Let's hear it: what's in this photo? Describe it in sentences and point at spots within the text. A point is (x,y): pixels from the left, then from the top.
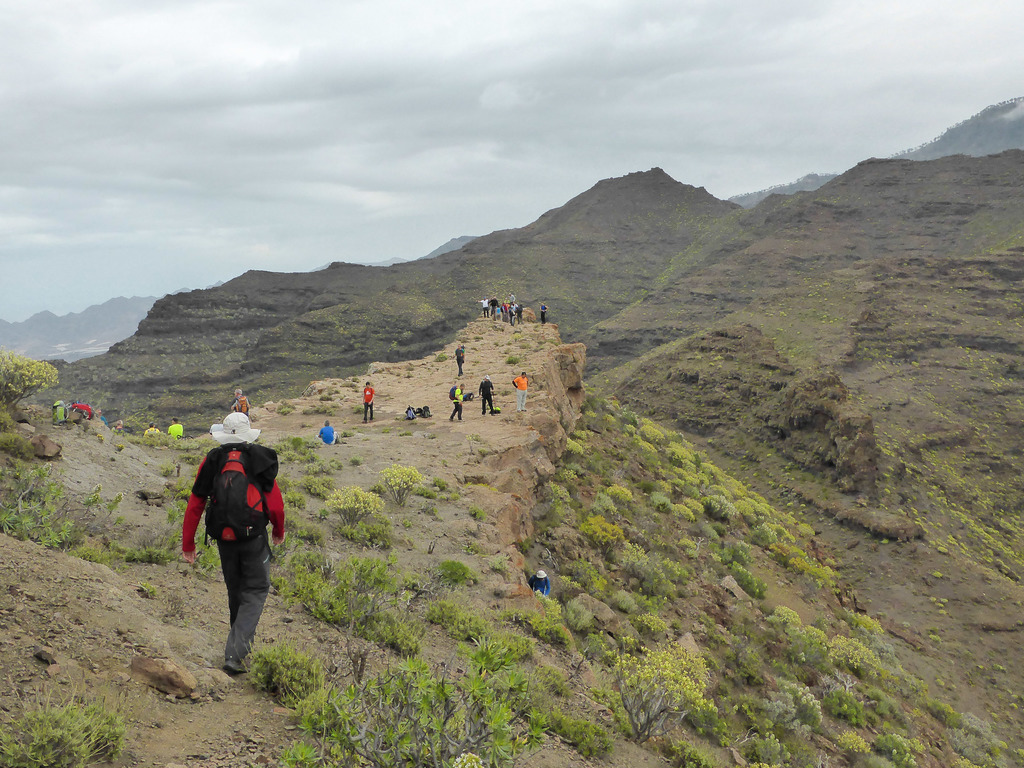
In this picture I can see there is a man (206,490) walking here and wearing a red coat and a red bag (229,500), there are some other people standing on the cliff (471,354) in the backdrop (497,395). There are plants (307,482) on the mountain (221,747) and there are some mountains (708,205) in the backdrop (698,213) and the sky (461,196) is cloudy.
